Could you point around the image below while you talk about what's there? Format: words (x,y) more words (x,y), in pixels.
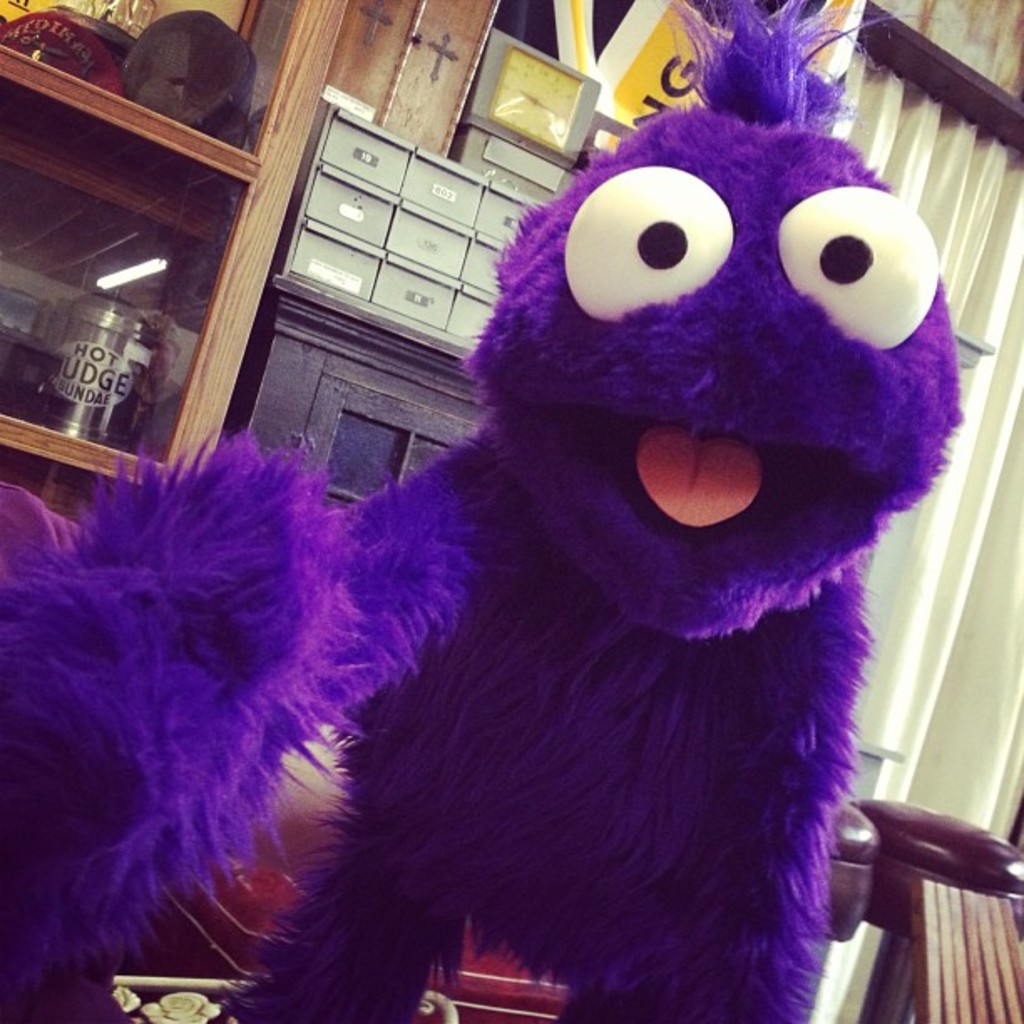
In this image, I can see a mascot (584,657). In the background (321,442), there are few objects (164,258). On the right side of the image (876,912), these are looking like stools (938,878) and I can see a curtain (976,284) hanging to a hanger (953,93).
